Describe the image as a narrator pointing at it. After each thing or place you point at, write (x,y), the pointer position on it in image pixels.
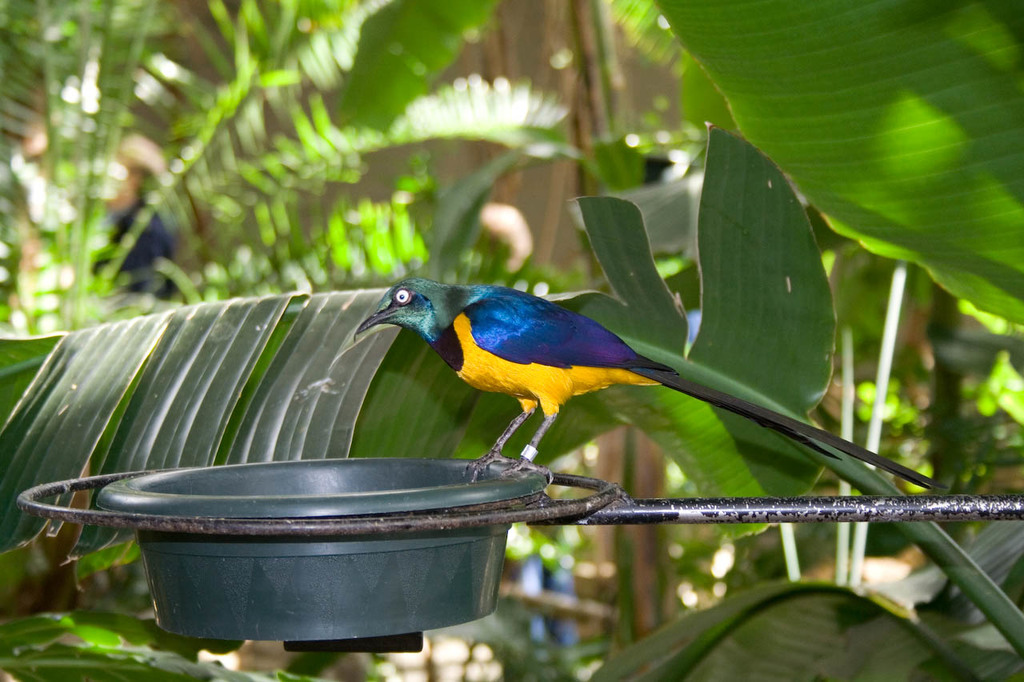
In this image we can see a bird feeder (331,512). On that there is a bird (499,370). In the back (315,232) there are leaves (731,268).
